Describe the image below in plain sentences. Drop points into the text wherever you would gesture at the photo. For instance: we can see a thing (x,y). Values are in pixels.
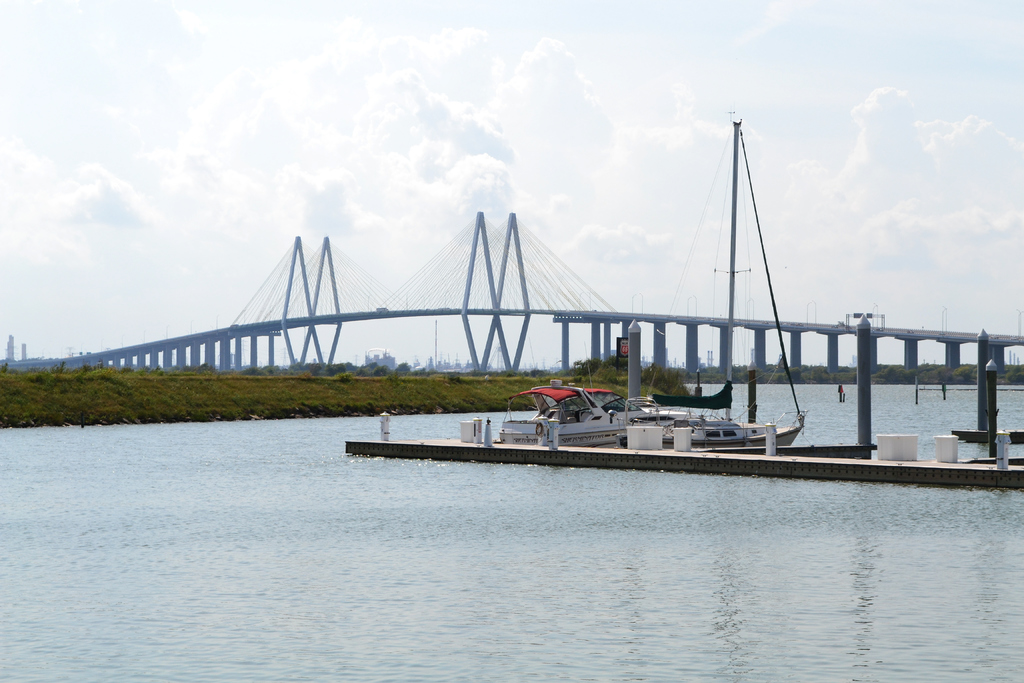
In the foreground of this image (427,653), there is water (512,510) and a dock (603,462). Behind it, there is a boat (561,408) on the water (647,478). In the background (592,383), there is grassland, a bridge (497,323) and the sky (502,133).
